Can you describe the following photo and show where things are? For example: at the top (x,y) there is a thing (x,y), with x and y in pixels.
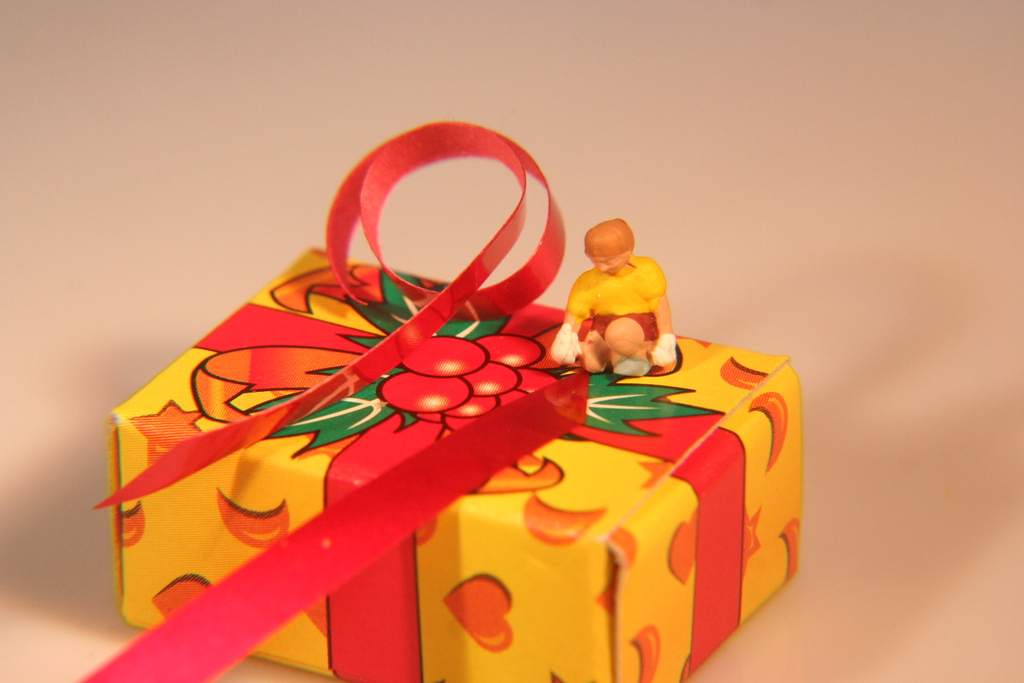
In this image, we can see a toy (641,291) and ribbon (423,340) on gift box (492,353).
